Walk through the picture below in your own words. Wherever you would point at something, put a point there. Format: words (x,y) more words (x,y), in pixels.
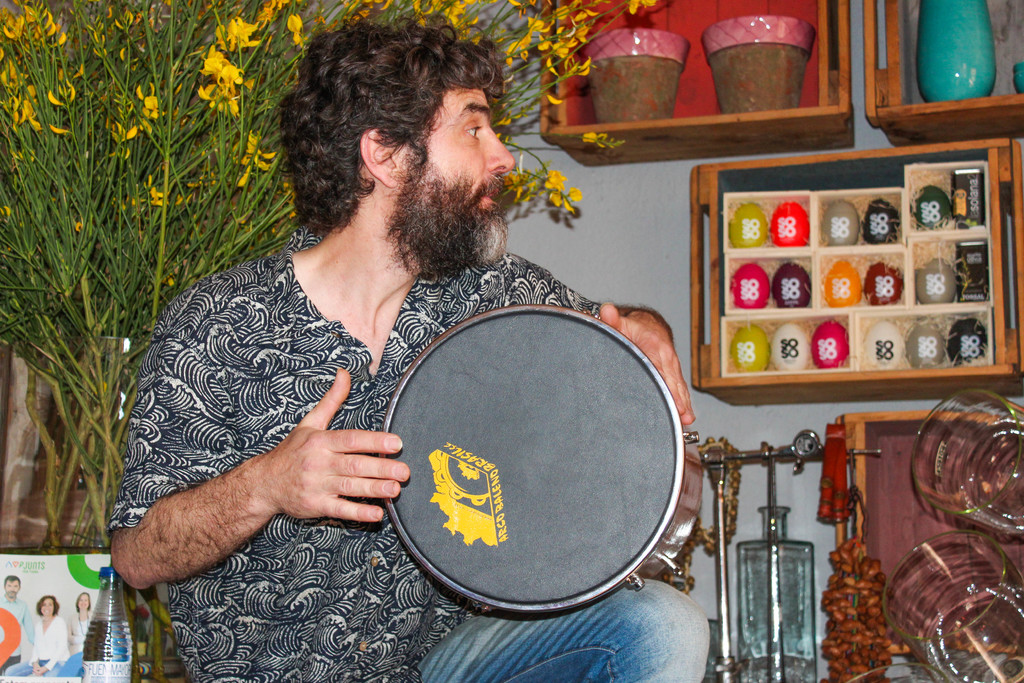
In this image I can see a person (377,382) holding the drum (533,426). In the back (181,90) there is a plant (279,114) and the flower pots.
